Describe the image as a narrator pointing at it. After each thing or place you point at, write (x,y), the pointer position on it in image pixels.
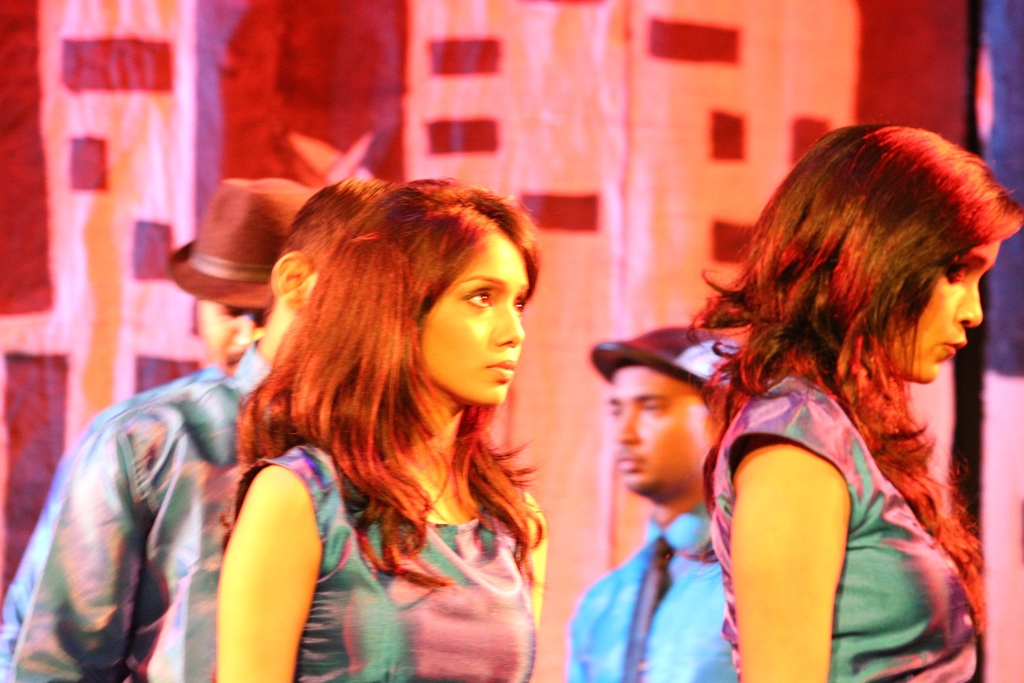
Front we can see people (663,359). Background (164,71) it is blurry and we can see banners (876,91).
